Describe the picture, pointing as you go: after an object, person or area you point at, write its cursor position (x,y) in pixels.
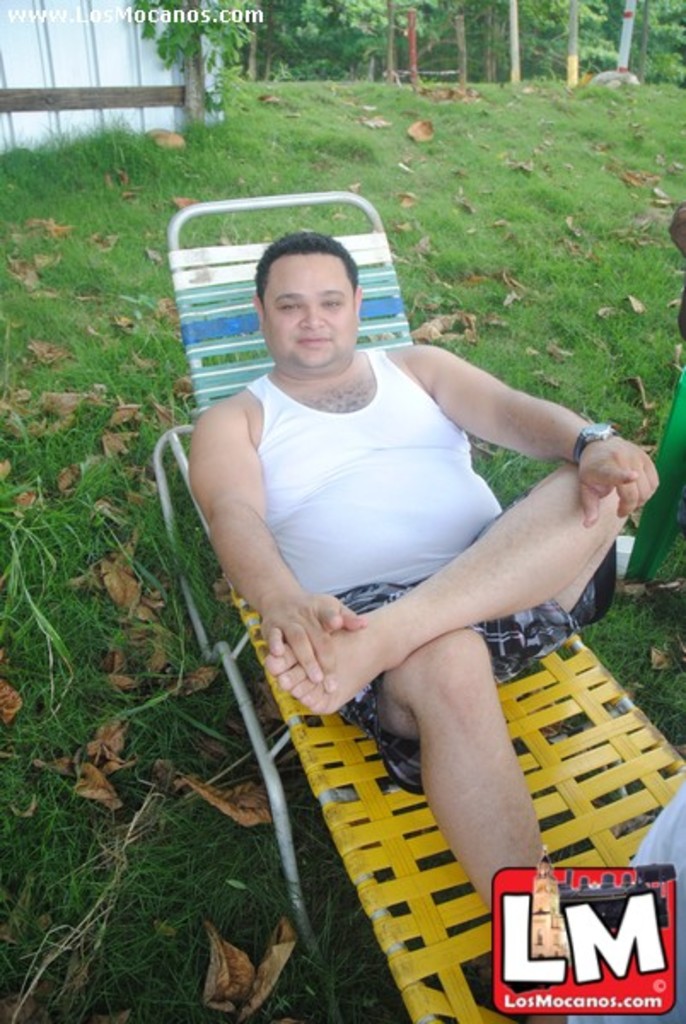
In this image there is one person (352,500) lying on the bed (312,742) and wearing white color t shirt (363,477) in middle of this image (358,623) and there are some grass (536,265) in the background (435,266) and there is one logo (568,935) on the bottom right corner of this image (579,963) and there are some trees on top of this image (363,41) and there is one object (85,57) in white color is on the top left corner of this image (86,76).
